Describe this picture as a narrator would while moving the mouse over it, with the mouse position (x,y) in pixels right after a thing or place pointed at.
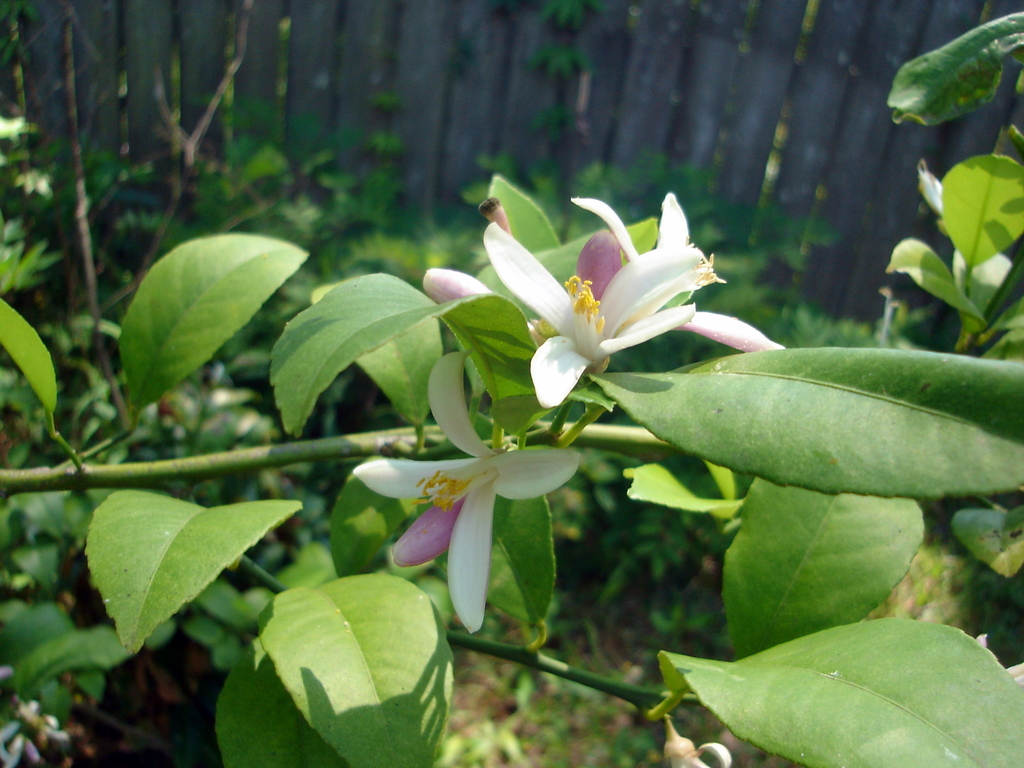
In this image we can see flowers (442,374) to the plants (384,301) and a wooden fence (432,145) in the background (349,160).
